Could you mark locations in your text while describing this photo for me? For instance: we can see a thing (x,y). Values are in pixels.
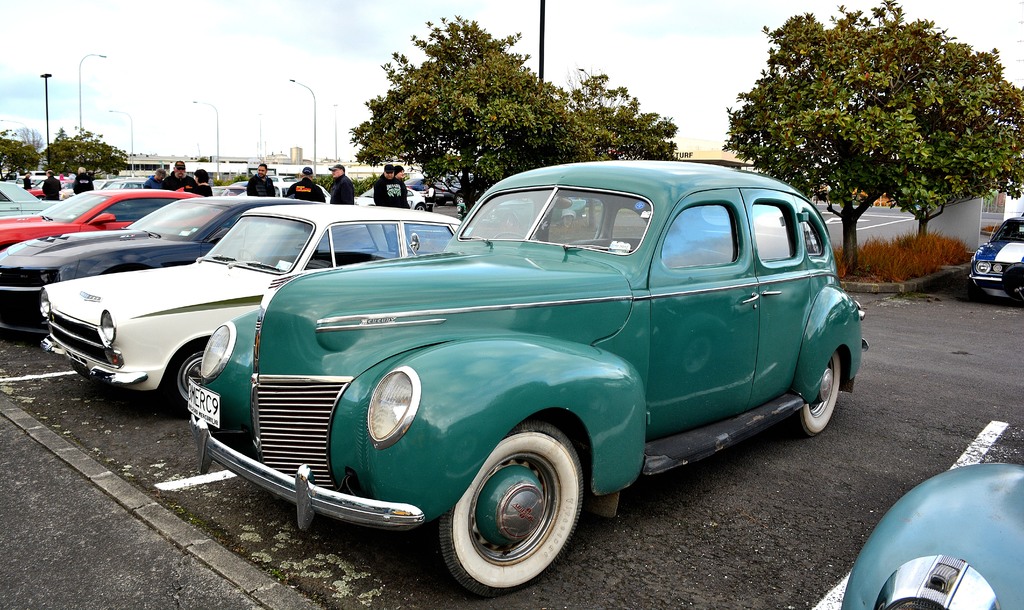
In the picture I can see vehicles (458,398) and people (343,184) standing on the road (718,462). In the background (262,77) I can see pole lights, trees (408,159), the sky (326,90), buildings (312,161) and some other objects (870,242).
